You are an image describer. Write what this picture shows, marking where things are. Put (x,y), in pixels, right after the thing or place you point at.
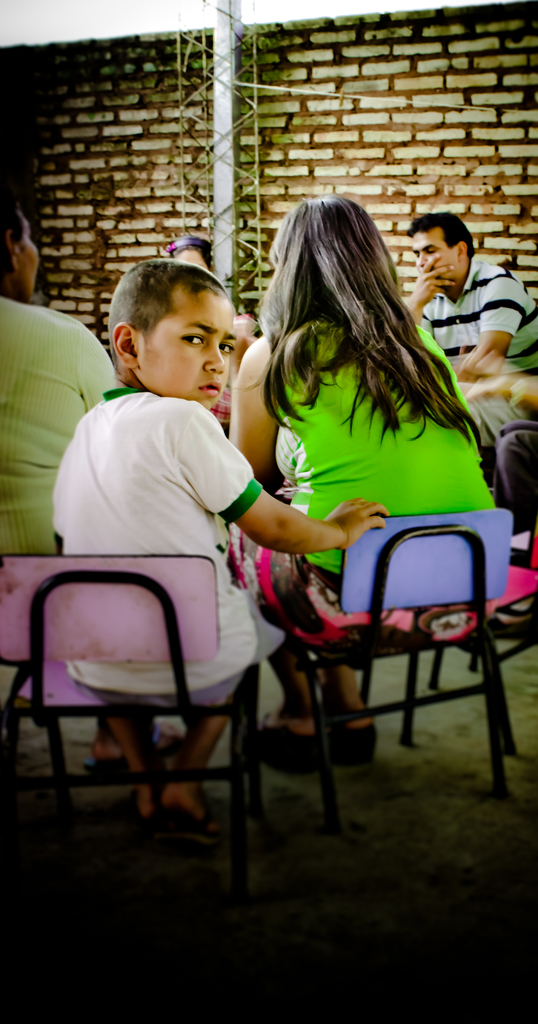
In this picture we see a group of people (159,262) seated on the chairs (109,605) and a boy (219,445) seeing back.
